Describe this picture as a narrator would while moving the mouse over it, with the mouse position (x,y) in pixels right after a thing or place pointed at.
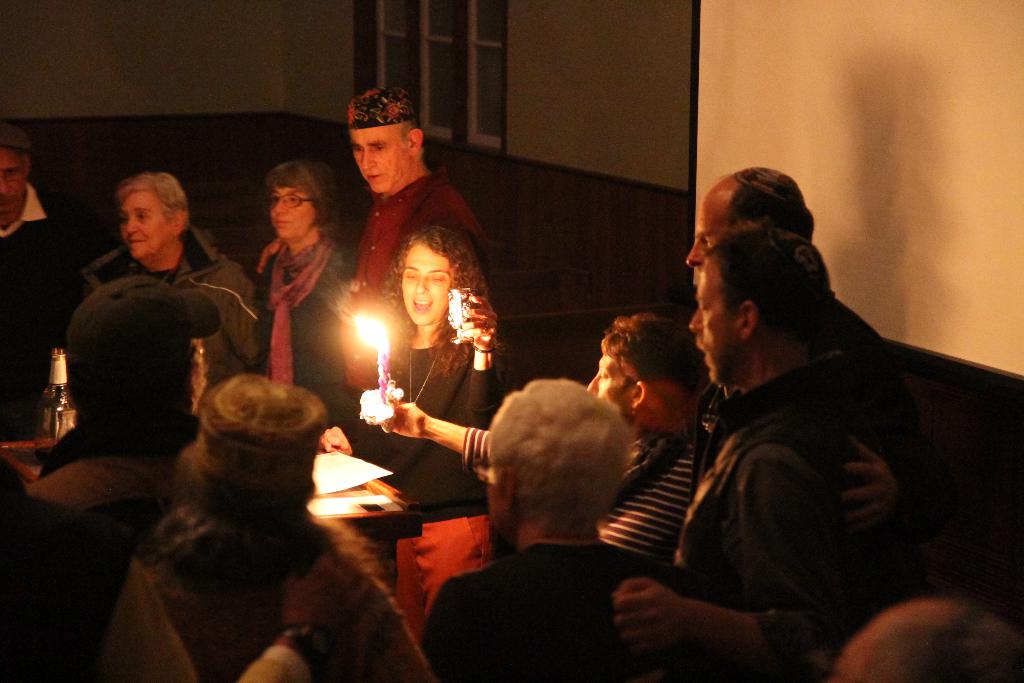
In this image, we can see people (462,262) and some are wearing caps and we can see a lady (440,305) holding a glass (455,339) and one of them is holding a candle (383,389) which is lighted and we can see a bottle (54,393) and some papers (346,486) on the table (364,514). In the background (324,45), there are windows (459,62) and a screen (788,108) on the wall (544,98).
